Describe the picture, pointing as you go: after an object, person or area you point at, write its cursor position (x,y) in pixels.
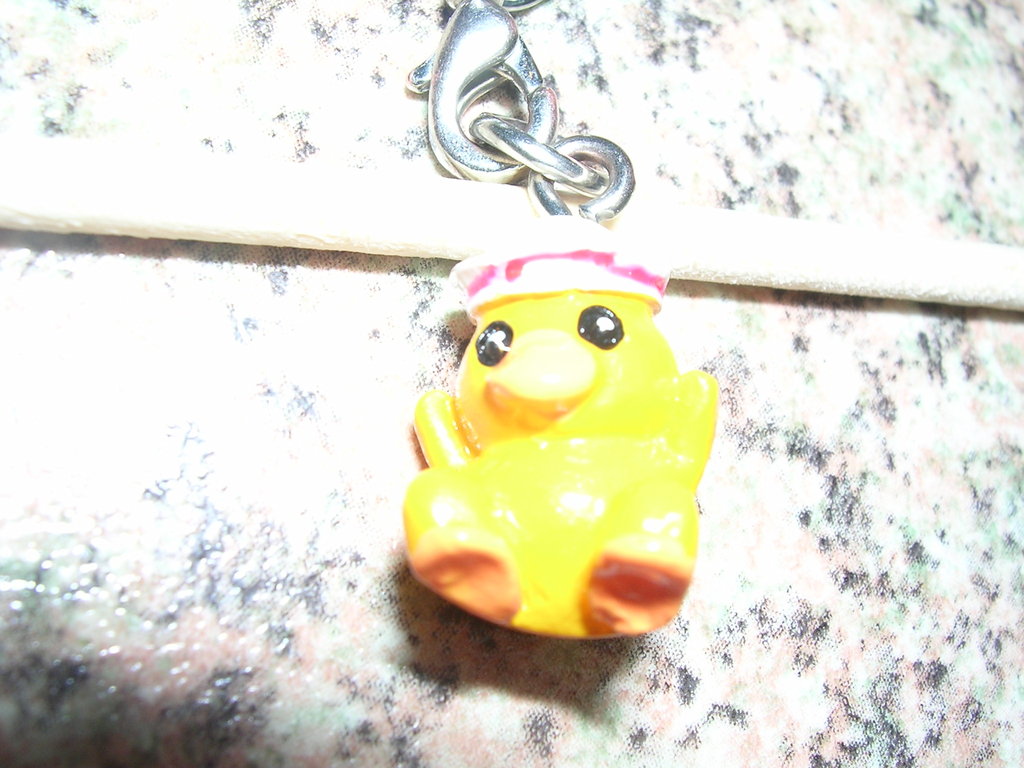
In this picture there is a toy (690,388) to the keychain (609,151). At the bottom (395,657) it looks like a marble (617,664) and rope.
